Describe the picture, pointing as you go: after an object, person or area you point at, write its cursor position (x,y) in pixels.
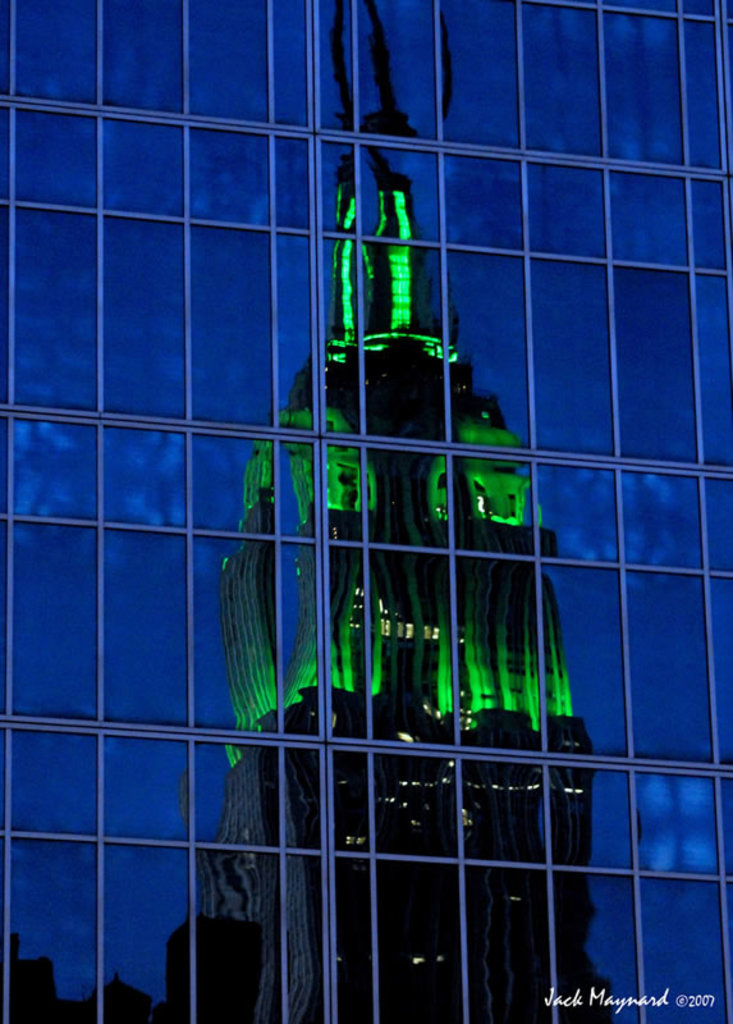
In this picture, it seems like glass windows (405,504) and a building (405,504) behind it.
